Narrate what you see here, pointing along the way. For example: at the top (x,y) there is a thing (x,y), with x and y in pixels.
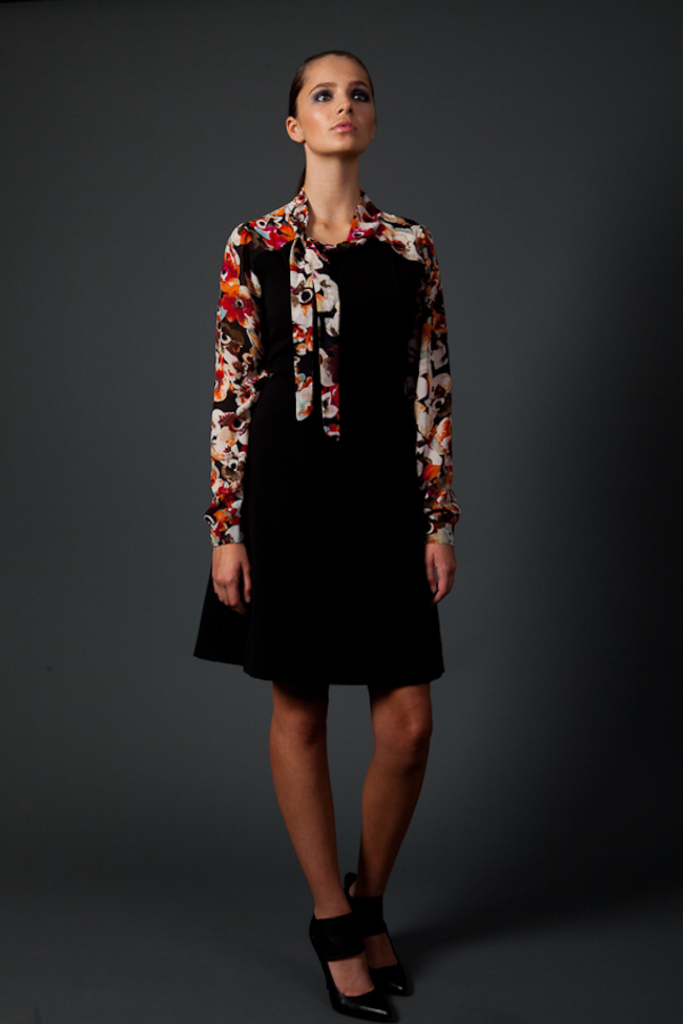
In the center of this picture (359,434) we can see a person (348,280) wearing black color dress (369,332) with floral sleeves (234,415) and standing.
